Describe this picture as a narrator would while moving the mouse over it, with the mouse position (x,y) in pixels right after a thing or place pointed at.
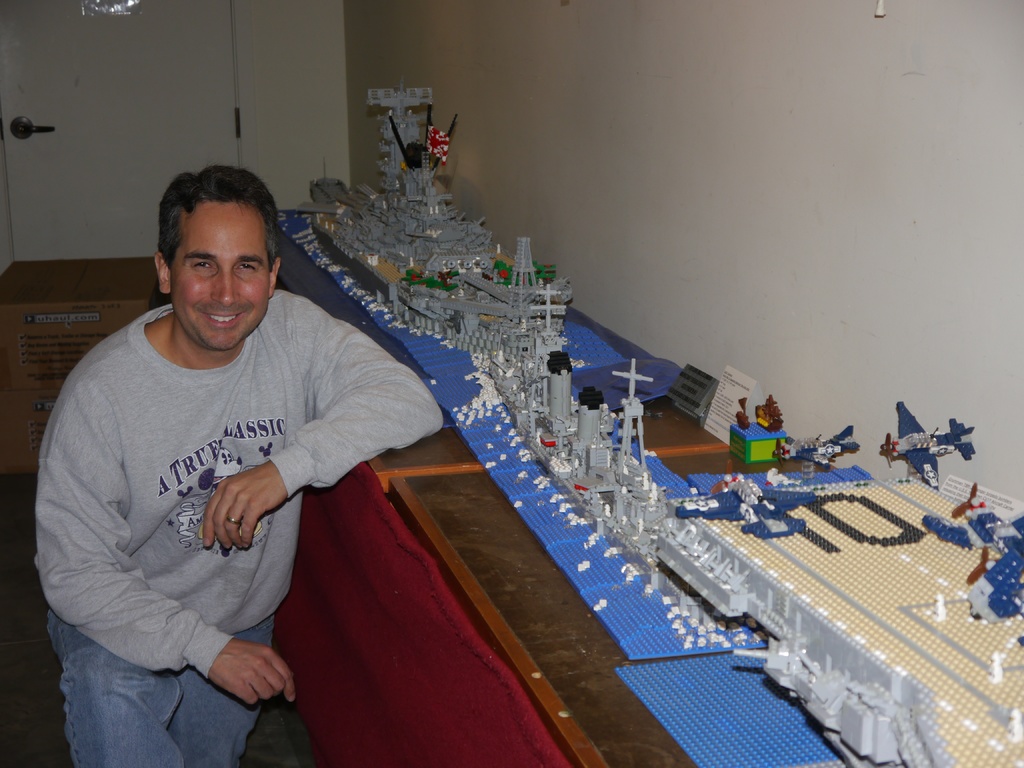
In this image we can see a person (189,387), beside the person (250,387) there is a table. On the table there are few objects (556,448) placed, behind the person (291,371) there is an object (56,339) and a door (68,187). On the right side of the image (834,111) there is a wall (786,118).
